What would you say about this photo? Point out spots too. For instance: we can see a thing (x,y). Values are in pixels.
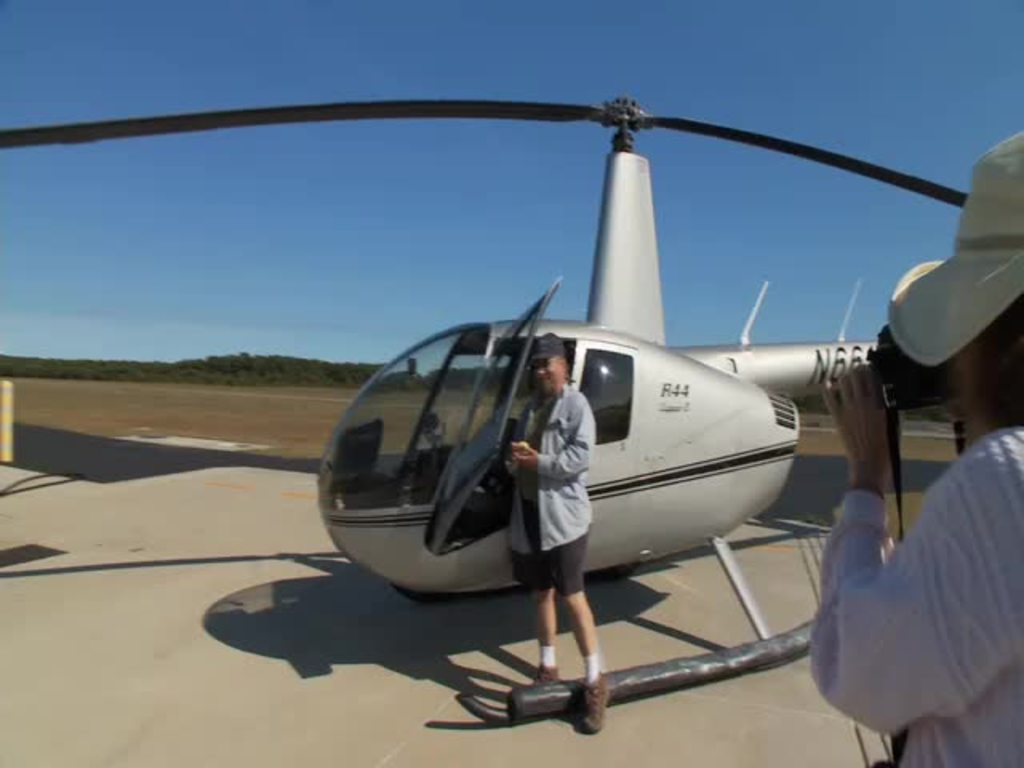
This picture shows a helicopter (364,499) and its door (529,325) is opened and we see a man (584,715) standing and he wore a cap (557,354) on his head (567,362) and we see a woman (961,323) standing she wore a hat (912,291) on her head (1011,320) and holding a camera (909,363) and taking a picture and we see trees (281,368) and a blue sky (397,237).
